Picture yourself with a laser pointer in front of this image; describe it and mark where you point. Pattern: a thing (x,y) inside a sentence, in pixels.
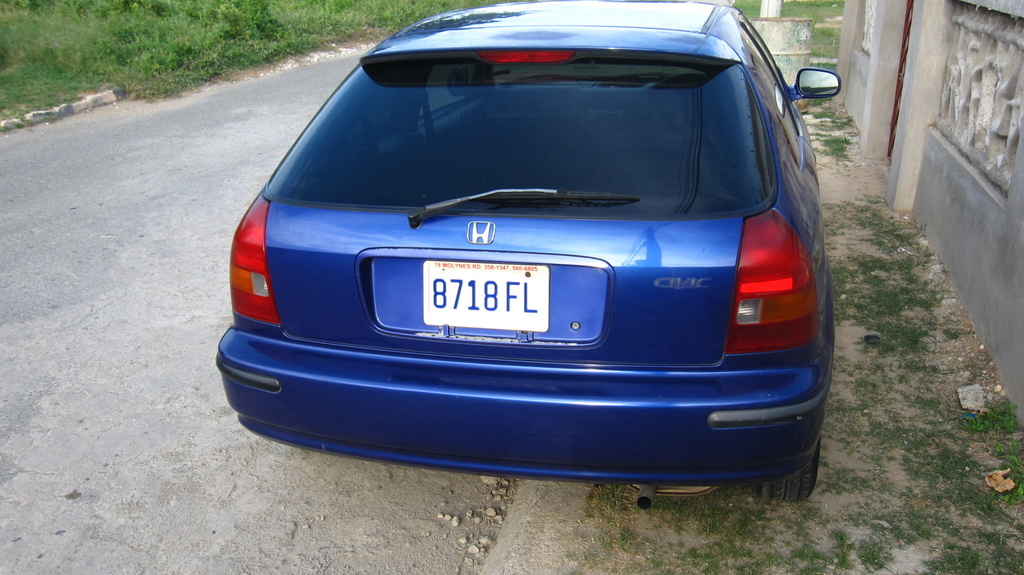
In this image we can see the blue color car (508,388) in the middle of the image (573,339), one wall (1014,269) on the right side of the image (967,212), two dried leaves (1001,489) on the ground (828,23), one object (897,110) attached to the wall (1007,241), one pole (778,2), one old barrel drum (786,26), some rocks (979,399), one road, few plants (44,26), some grass (23,28) on the ground (853,125), one number plate (478,295) with text (479,265) and numbers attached to the car (477,85).
